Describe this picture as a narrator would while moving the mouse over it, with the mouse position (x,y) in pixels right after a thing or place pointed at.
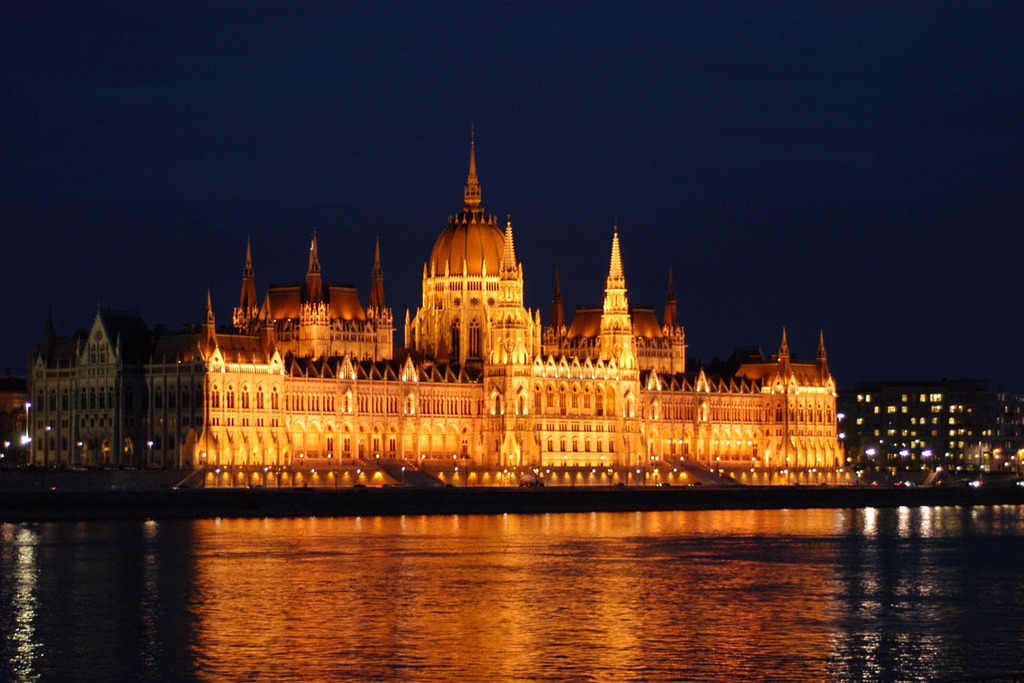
In this image I can see few building (558,428) which is in yellow and orange color. I can see few lights (719,457) and water (489,533).
